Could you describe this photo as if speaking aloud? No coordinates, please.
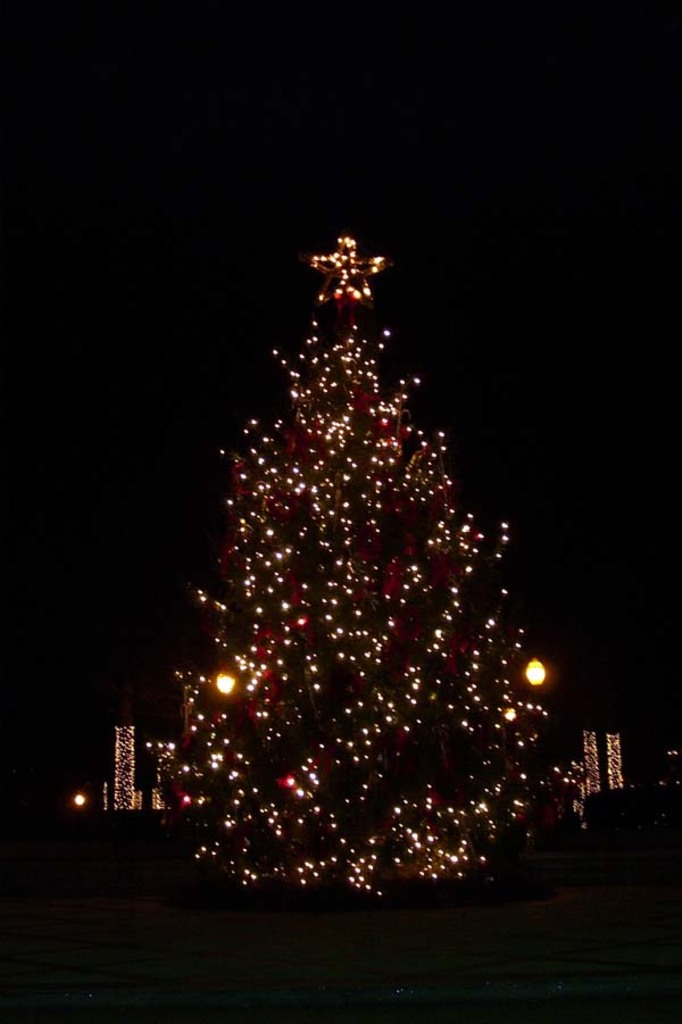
In the image we can see some lights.
